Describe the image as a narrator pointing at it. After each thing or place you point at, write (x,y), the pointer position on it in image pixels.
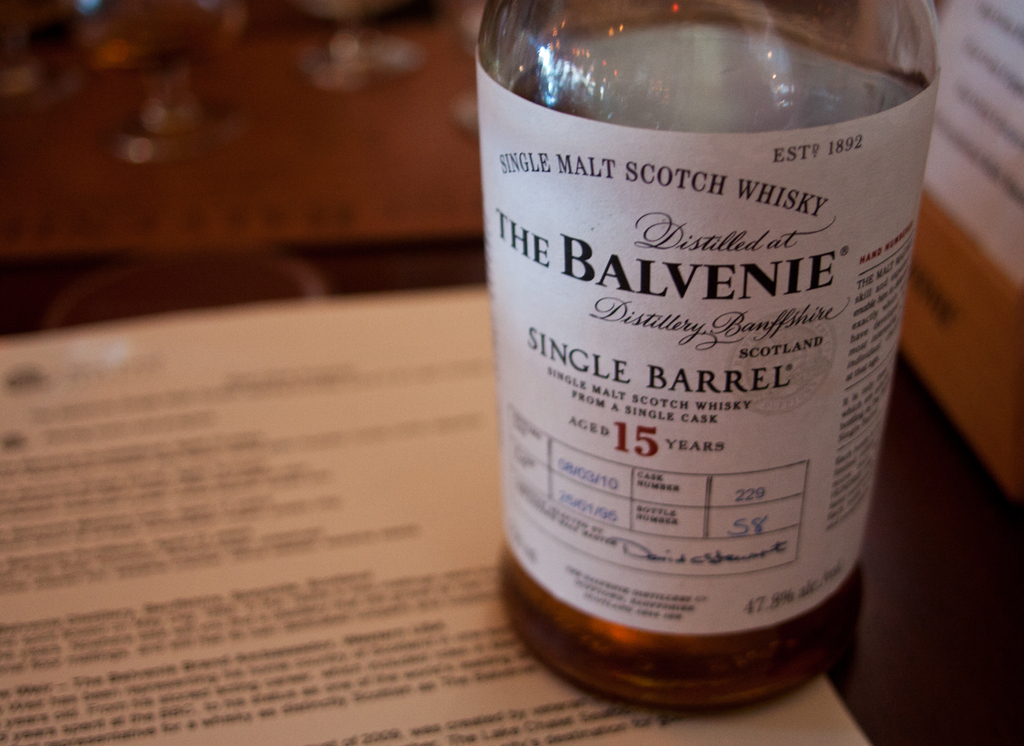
In this image i can see a table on which there is a paper (273,495), few glasses (163,36) and a bottle (703,125) with liquid (622,642) in it, and a sticker (743,330) attached to the bottle (696,290).
